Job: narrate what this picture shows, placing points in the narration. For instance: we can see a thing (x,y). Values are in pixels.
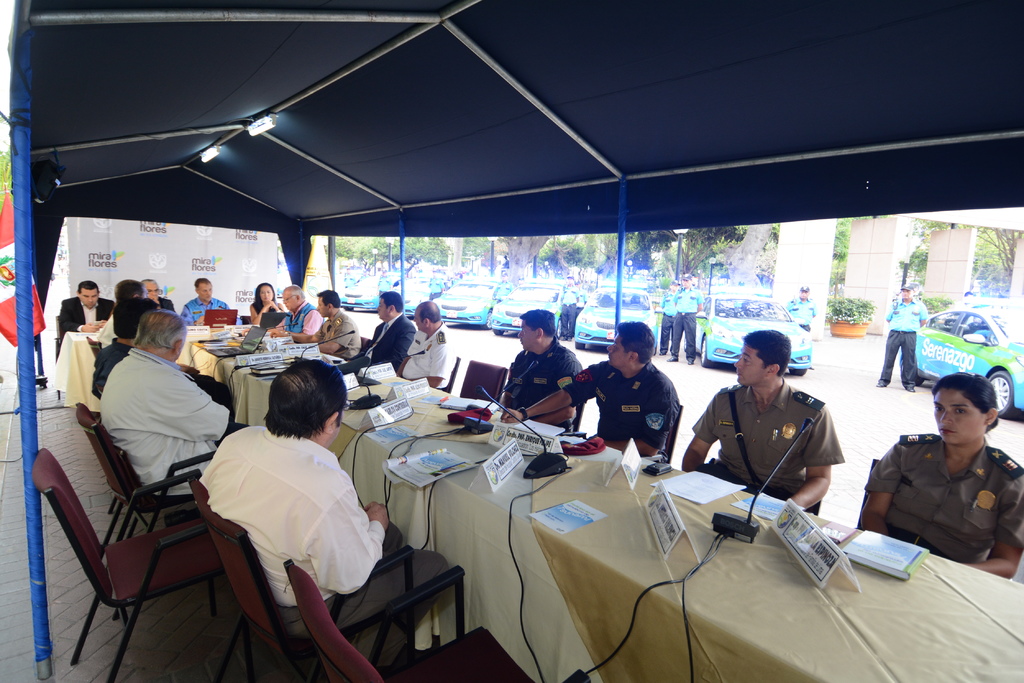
In this image there are group of people (292,606) sitting on the chair (226,529). On the table (610,537) there is a book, paper (574,510), mic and a laptop (243,347). At the back side (723,344) there are cars (765,309) and trees (769,259).
